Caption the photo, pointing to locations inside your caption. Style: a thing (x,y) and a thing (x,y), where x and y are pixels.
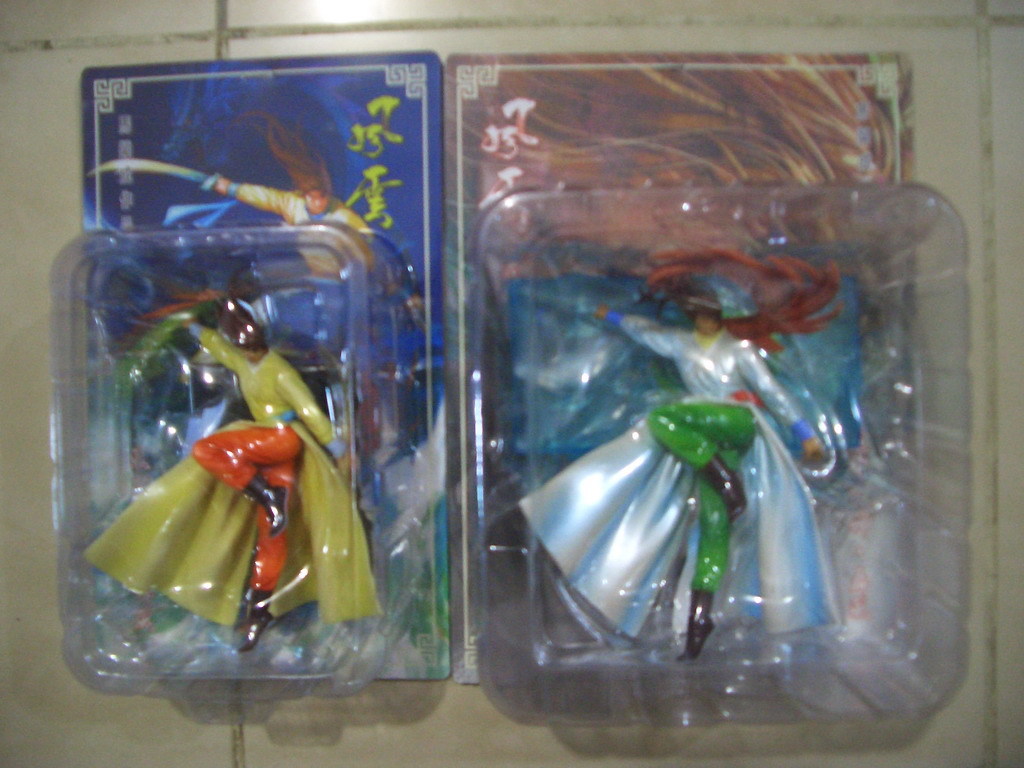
In this picture there are two plastic boxes (734,276) on the floor (1019,561). On the right (700,416) there is a green color toy (785,418). On the left (284,432) there is another boy (311,515) who is wearing orange color trouser (253,456) and yellow top (281,398).
